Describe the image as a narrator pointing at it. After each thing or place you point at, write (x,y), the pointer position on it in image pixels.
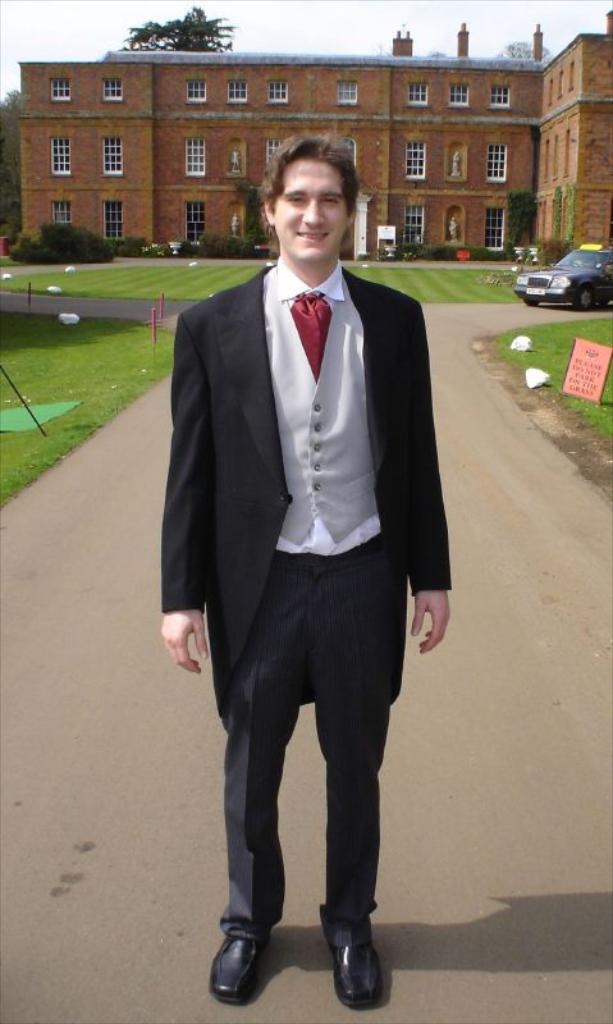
This picture might be taken outside of the city and it is very sunny. In this image, in the middle (273,493), we can see a man (298,413) wearing a black color suit (235,546) is standing on the road (246,1018). On the right side of the image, we can see a car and a hoarding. In the background (108,126), we can see a building (488,159), windows (495,161), trees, plants (522,220). On the top (314,53) there is a sky (453,1), at the bottom (546,743) there is a grass (104,385) and a road (501,604).
